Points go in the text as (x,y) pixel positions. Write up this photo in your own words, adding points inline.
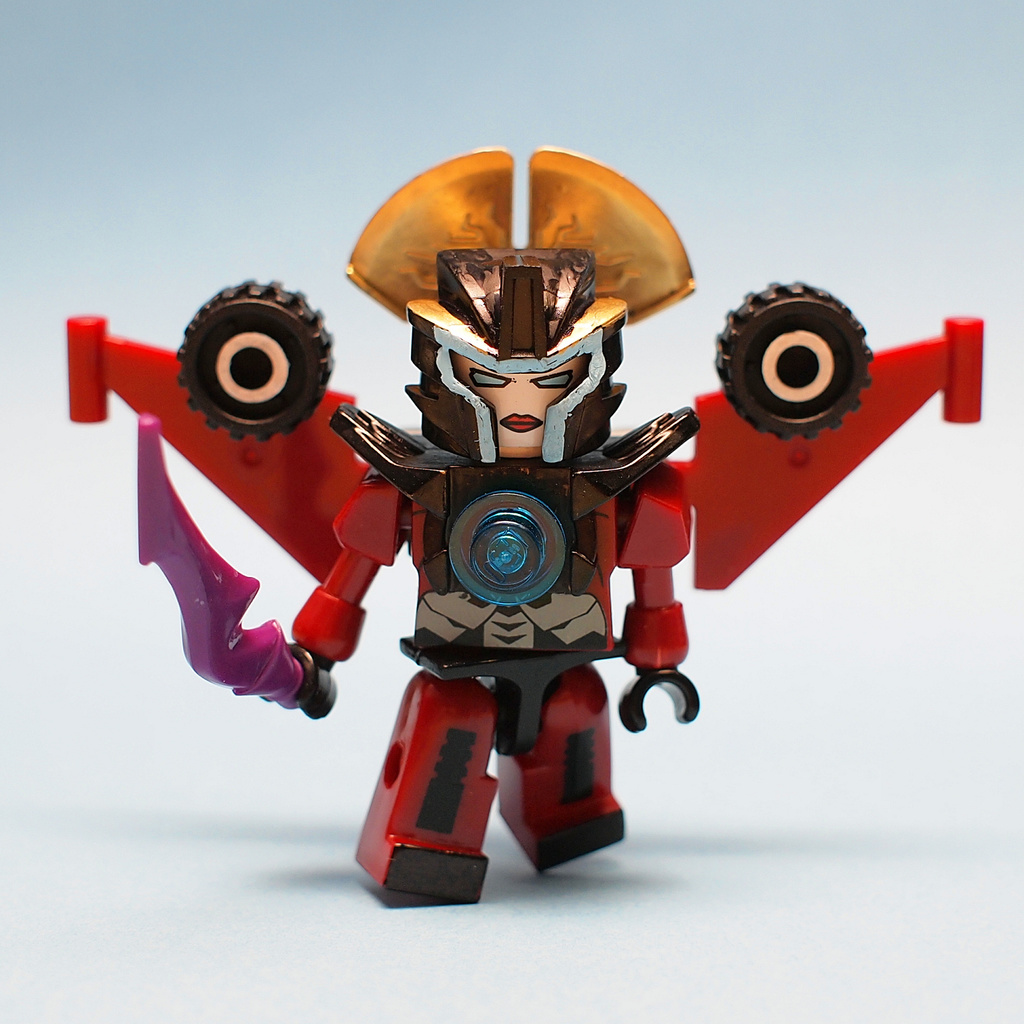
In the foreground of this image (546,635), there is a toy (555,718) on a white surface (597,958).
